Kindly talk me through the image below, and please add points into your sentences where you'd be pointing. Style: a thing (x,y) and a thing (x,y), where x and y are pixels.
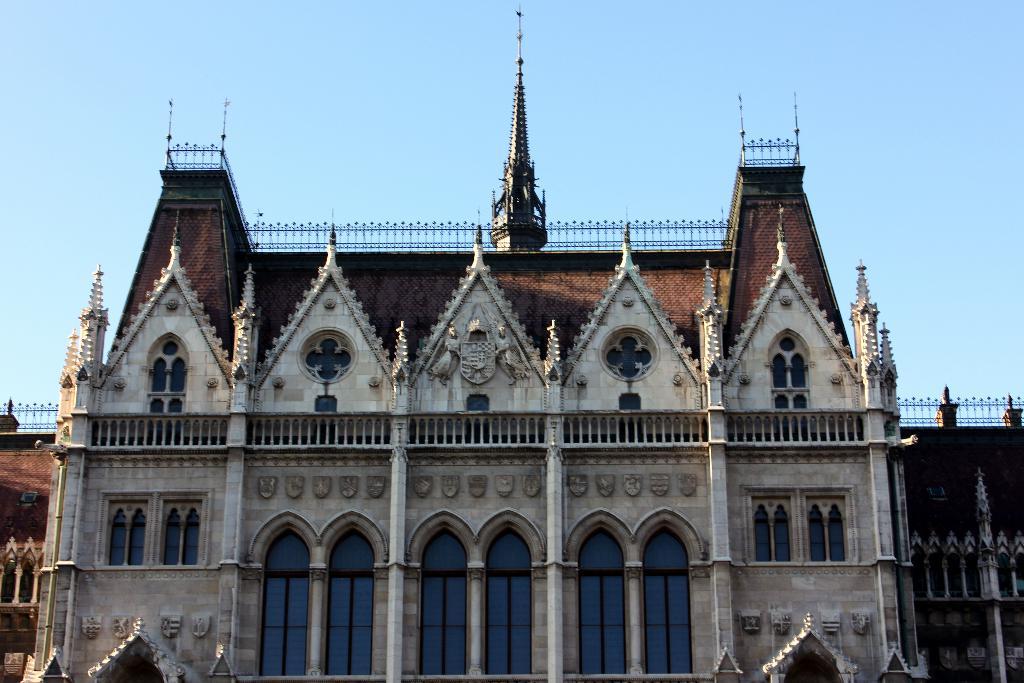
In this image we can see a building (291,458) with arches (675,539), pillars (716,538), windows (766,511) and railings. In the background (568,68) there is sky (934,93).
